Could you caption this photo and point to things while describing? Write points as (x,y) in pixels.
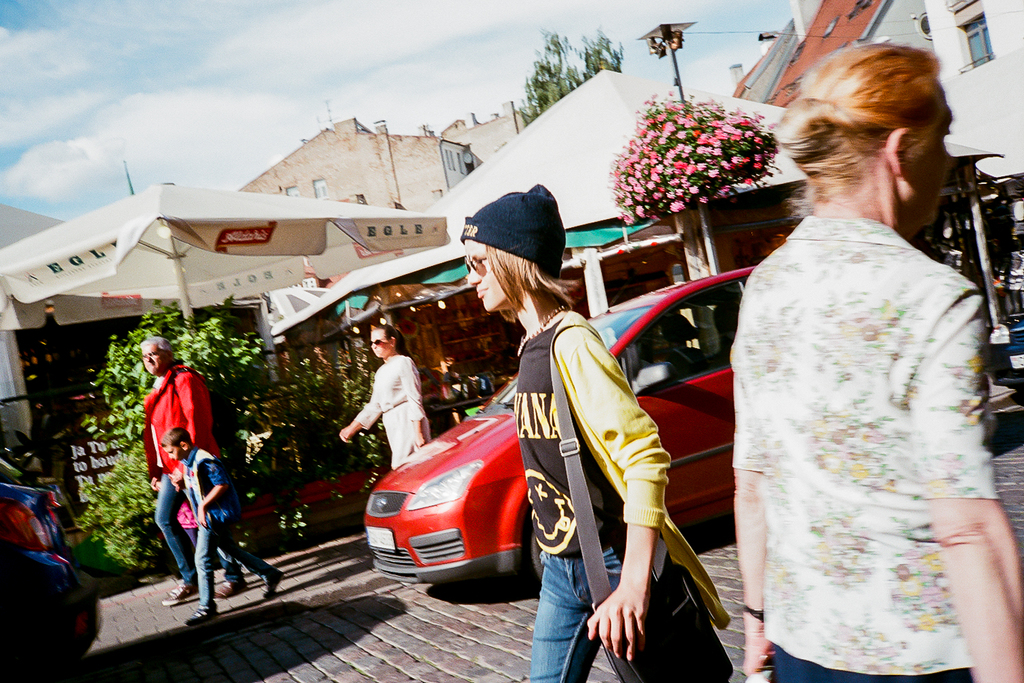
In this image, I can see five persons (208,474) walking. There are vehicles (503,573), trees (182,323), buildings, a patio umbrella (277,243) and a plant (681,149) with flowers (704,172). In the background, there is the sky (439,26).
